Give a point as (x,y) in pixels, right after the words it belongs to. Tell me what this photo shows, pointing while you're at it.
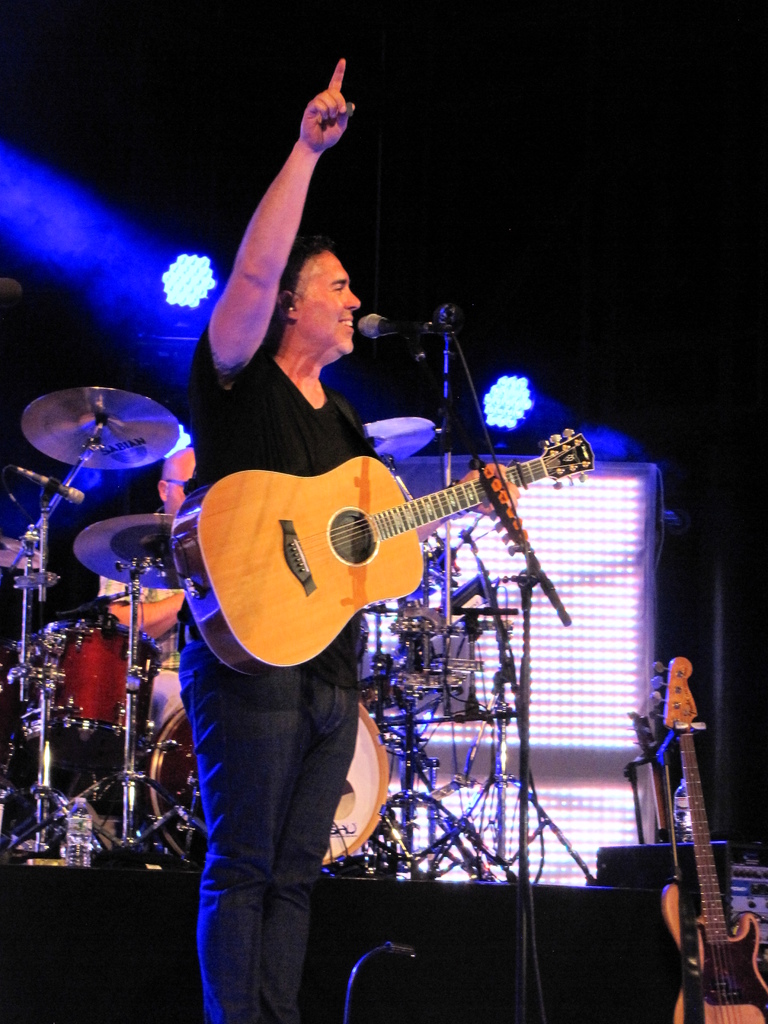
In this picture there is a man (307,437) holding a guitar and smiling. In front of him he has a microphone (380,326) and a stand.
